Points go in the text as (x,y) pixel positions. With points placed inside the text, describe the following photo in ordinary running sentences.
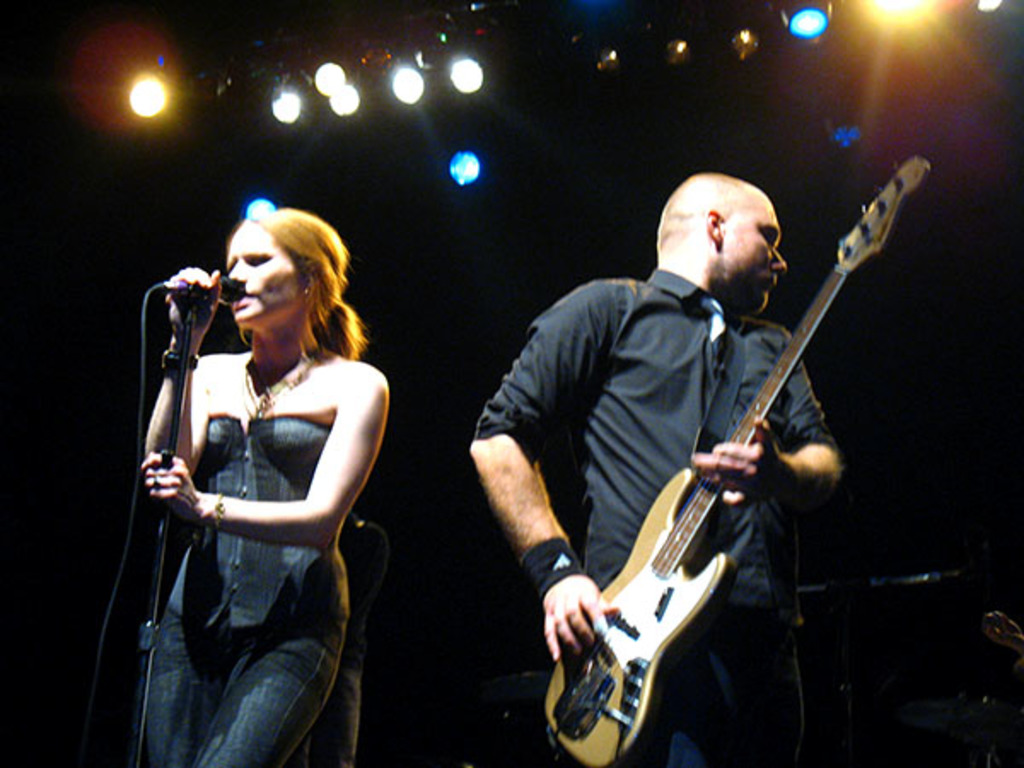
On top (807,27) there are focusing lights (897,2). Front this woman (278,397) is holding mic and singing. This man (647,320) wore black shirt (665,405) and playing guitar (627,609).
